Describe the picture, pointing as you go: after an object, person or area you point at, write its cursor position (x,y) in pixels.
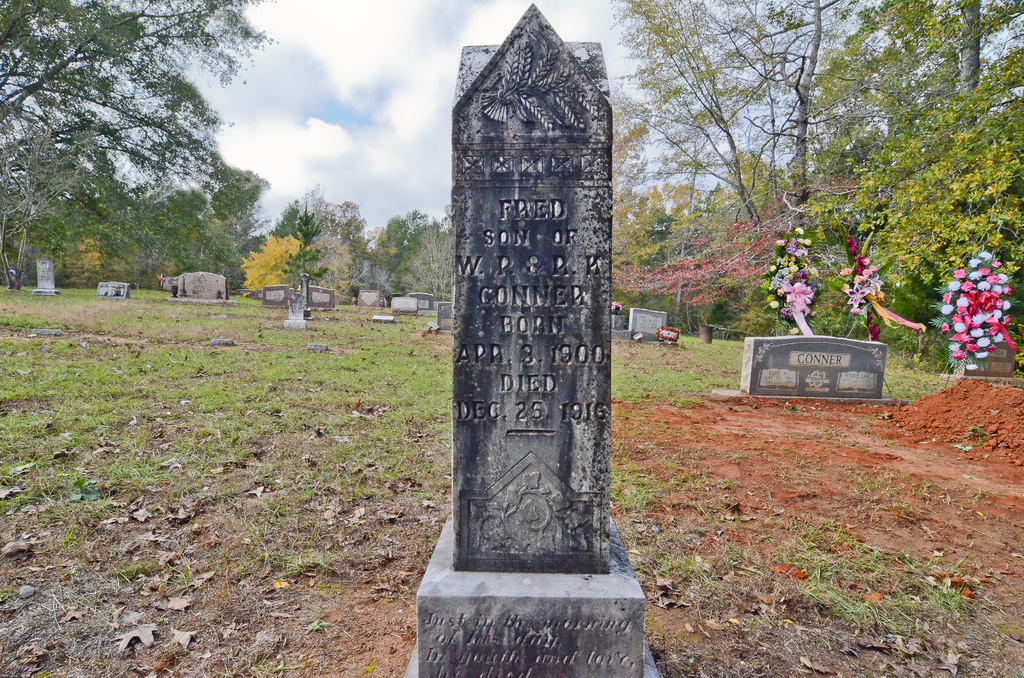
In the picture I can see gravestones (473,391). In the background (803,258) I can see flowers (858,262), trees (865,206), the grass (275,320) and the sky (308,156).
